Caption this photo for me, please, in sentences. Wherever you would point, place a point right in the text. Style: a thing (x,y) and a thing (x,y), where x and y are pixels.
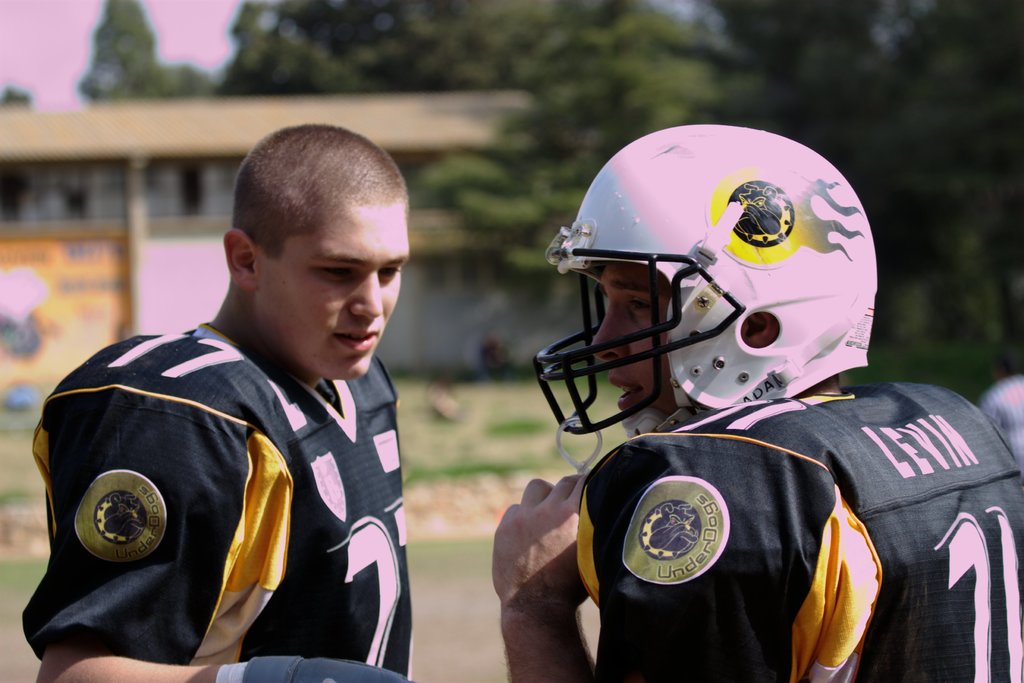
Here we can see two men (667,376) and he wore a helmet (681,208). In the background (6,139) we can see a house (473,230), trees (939,300), and sky (61,74).
